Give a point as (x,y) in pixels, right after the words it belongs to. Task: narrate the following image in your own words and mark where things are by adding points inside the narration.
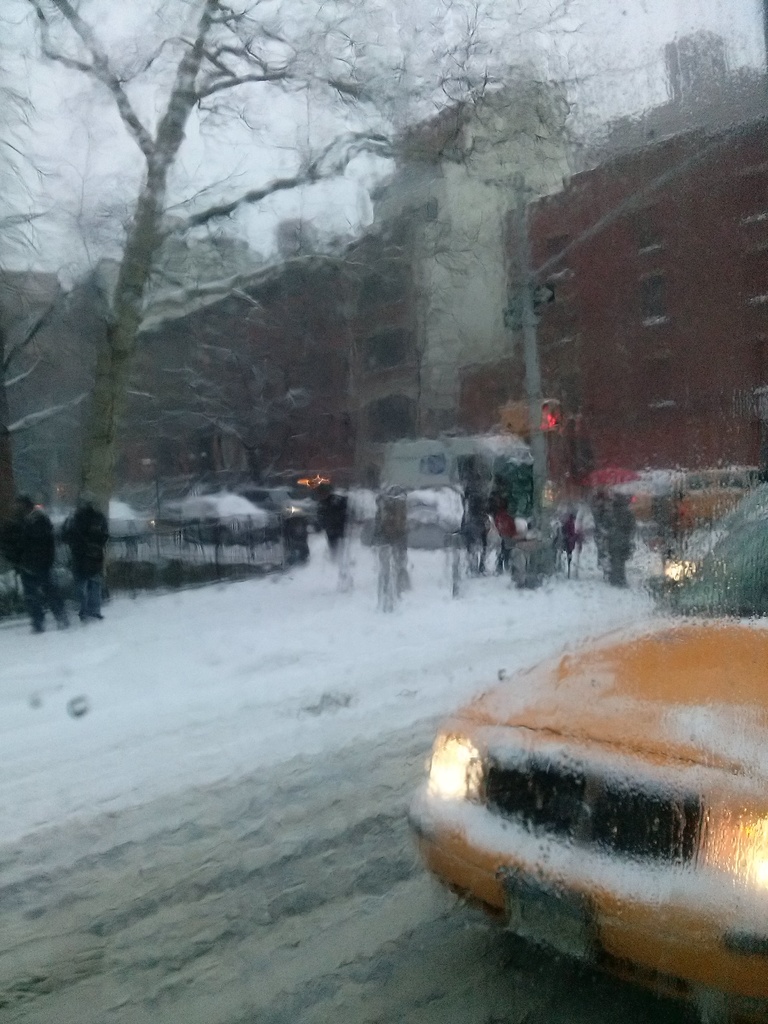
In this image we can see a blurred image. In this image we can see a group of buildings (350,470), persons (29,531), vehicles (496,720) and a tree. At the top (341,142) we can see the sky (312,142). On the right side (586,748), we can see a car (739,823).
